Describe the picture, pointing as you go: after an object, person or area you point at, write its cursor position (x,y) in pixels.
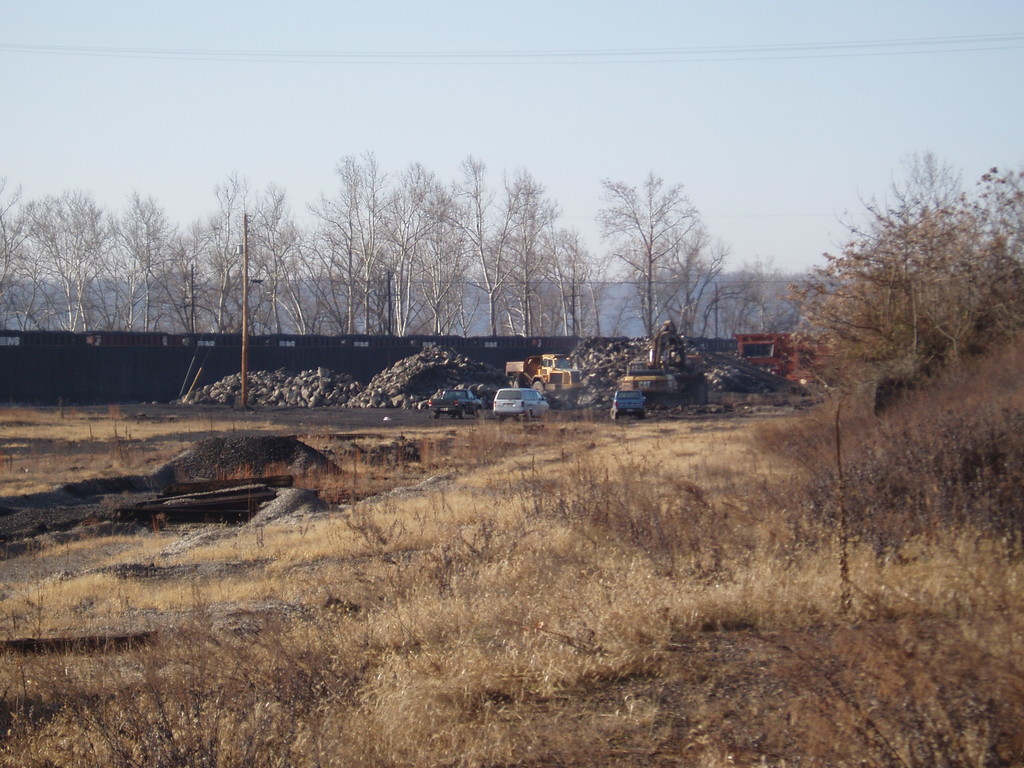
In this picture we can see vehicles (661,373) on the ground (335,419), pole (244,264), fence (257,349), trees (235,280) and in the background (687,252) we can see sky (415,100).
